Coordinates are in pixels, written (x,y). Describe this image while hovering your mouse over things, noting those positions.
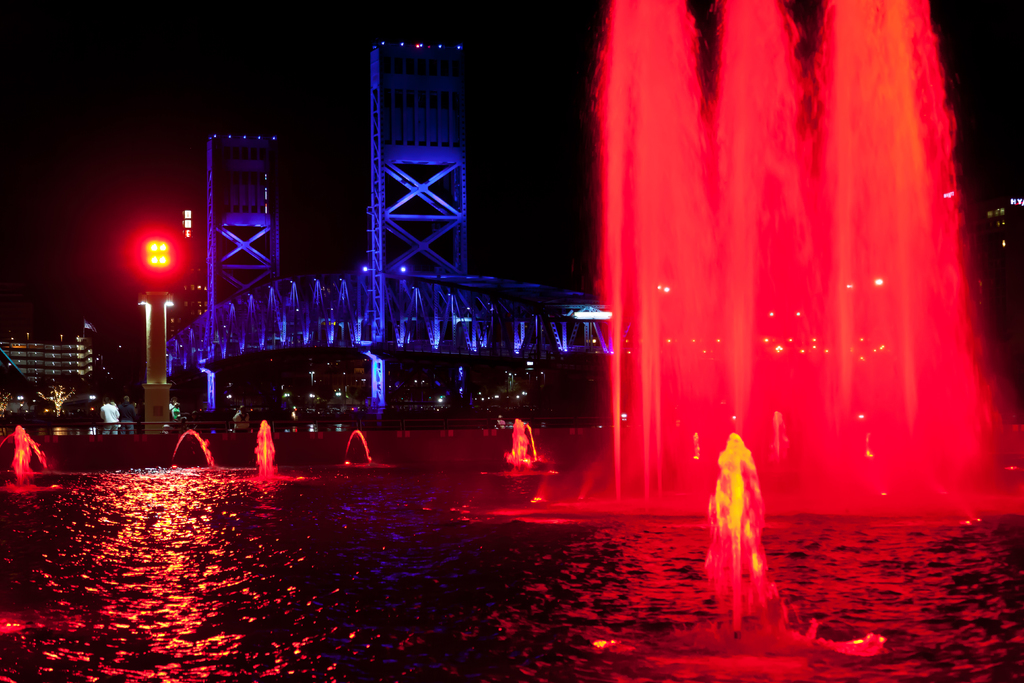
In this image we can see a group of people (240,425) standing on the surface (212,430). In the center of the image (375,314) we can see a bridge (376,246). In the foreground of the image (31,450) we can see fountain (895,334). At the top of the image (222,34) we can see the sky (235,52).
